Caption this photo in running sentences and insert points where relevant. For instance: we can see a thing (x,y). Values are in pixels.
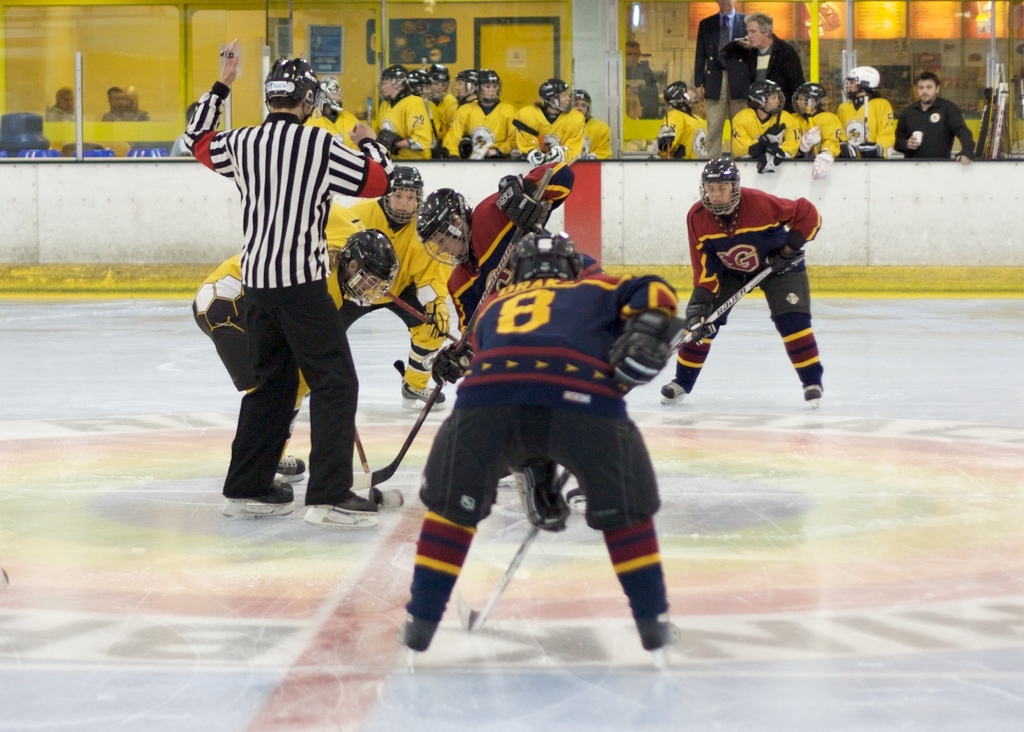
In this image we can see a group of people (535,176) playing ice hockey. Behind the persons (703,272) we can see a wall (560,210) and a group of persons (721,10). At the top (347,39) we can see a glass (840,40) and another wall (585,40) on which there are few banners (331,59).
